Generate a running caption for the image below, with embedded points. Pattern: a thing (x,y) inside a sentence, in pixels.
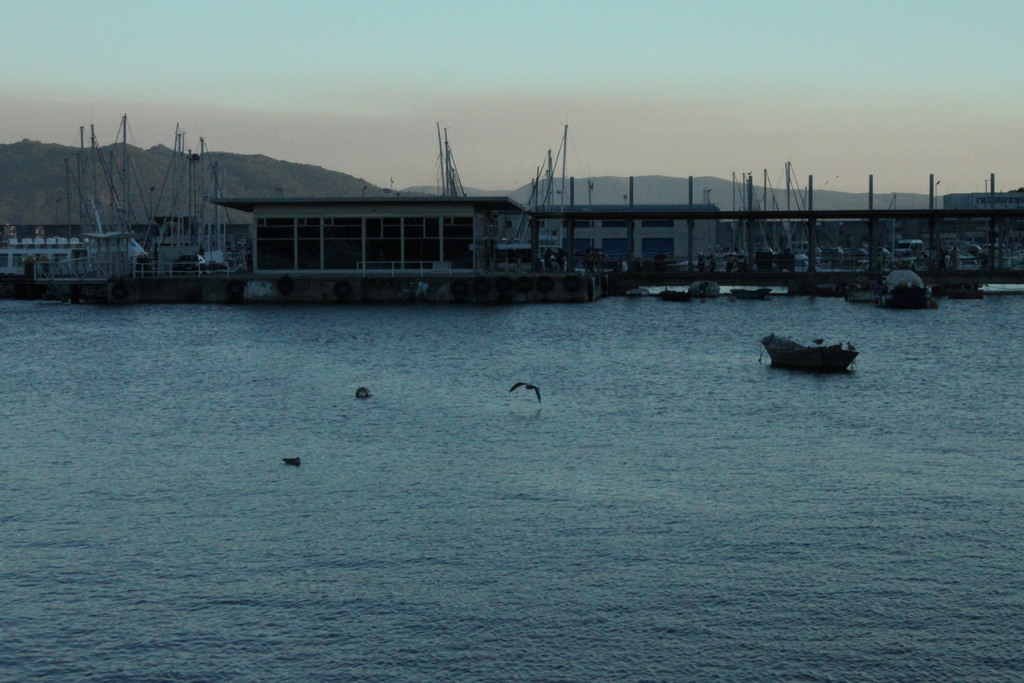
In this picture I see the water (258,412) in front (491,388) and in the center of this picture (538,390) I see a bird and in the background (68,245) I see few buildings (705,232), number of boats (29,251), mountains (4,163) and the sky (621,33).
